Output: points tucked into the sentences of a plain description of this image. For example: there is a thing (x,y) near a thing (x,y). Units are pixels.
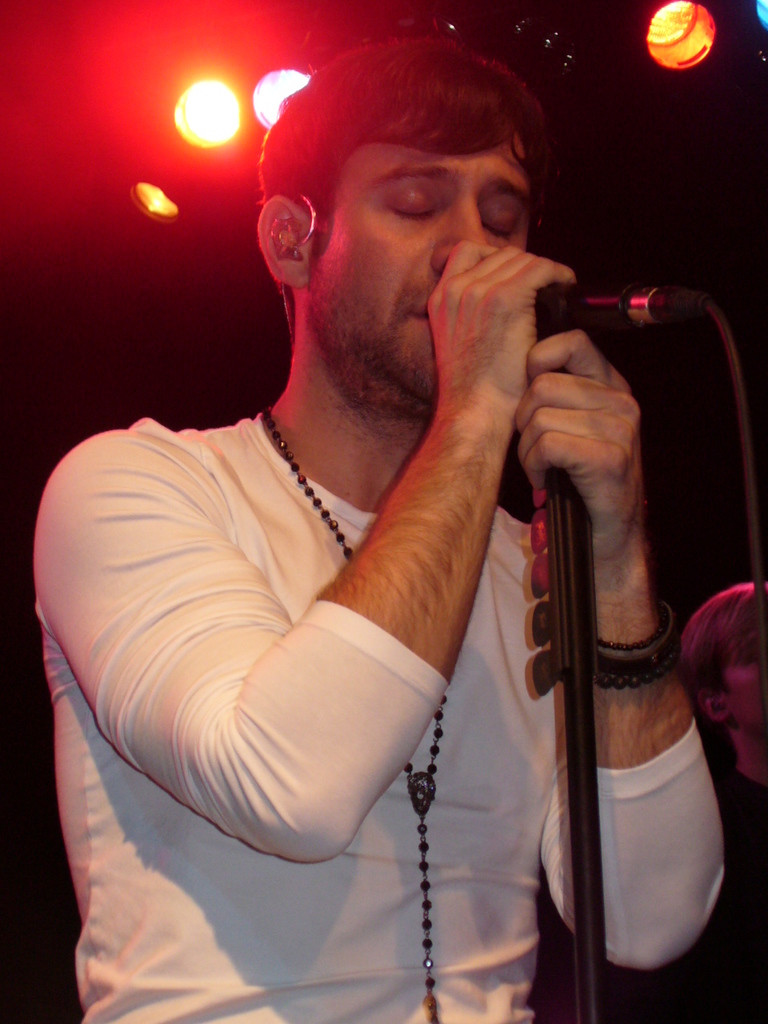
In this picture we can see two people (530,298) where a man (502,282) holding a mic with his hands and in the background (162,215) we can see the lights (232,128) and it is dark.
